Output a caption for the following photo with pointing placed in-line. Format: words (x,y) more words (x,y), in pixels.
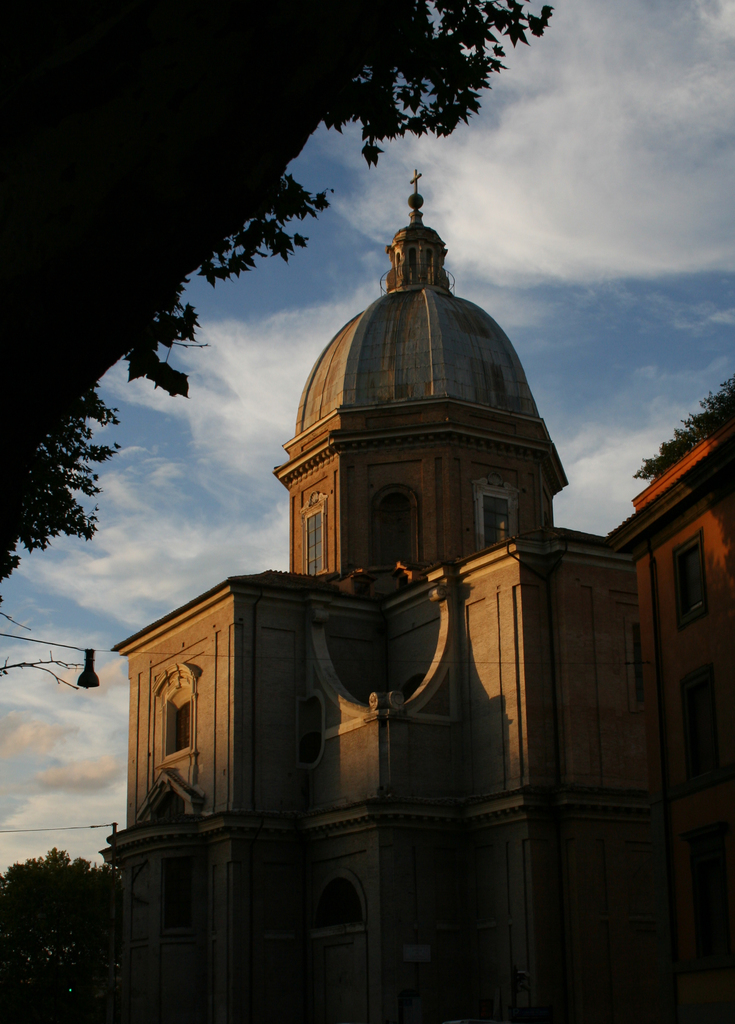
In this image we can see a building (407,712) and behind the building (148,906) there are trees (687,444) and plants (701,434) on the building (694,458), on the top left side of the image (185,260) there are trees (280,138) and sky (390,174) with clouds (151,482) on the top (301,322).
